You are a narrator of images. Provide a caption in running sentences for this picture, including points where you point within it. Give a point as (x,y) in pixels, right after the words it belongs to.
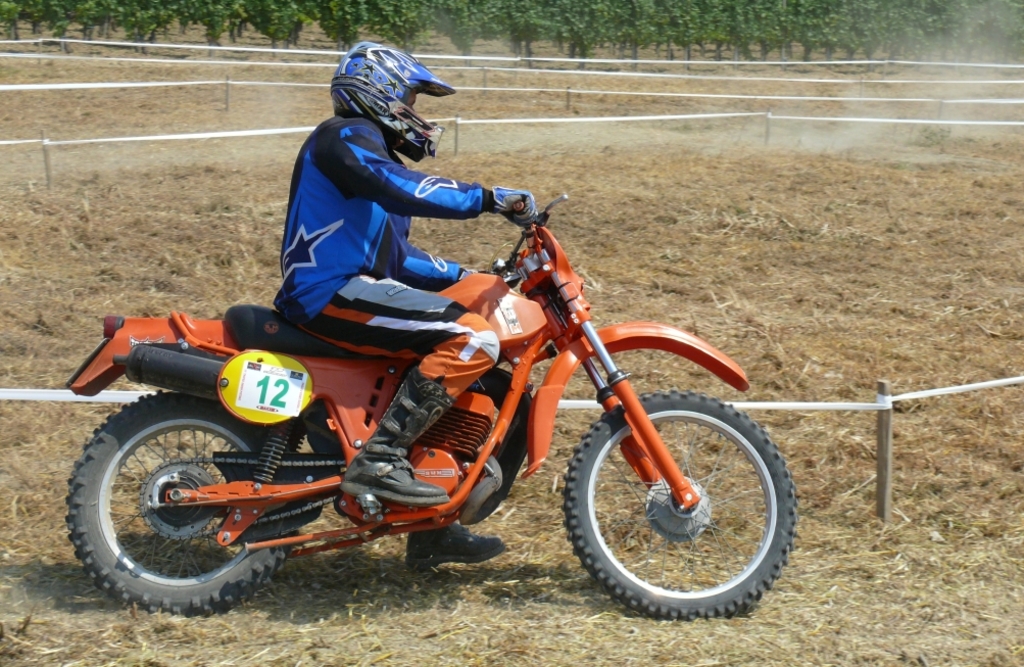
A man (436,305) is riding the sports bike (513,438), it is in orange color. He wore blue color dress (392,249), helmet (412,140). There are trees (150,36) at the top of this image (206,2).
